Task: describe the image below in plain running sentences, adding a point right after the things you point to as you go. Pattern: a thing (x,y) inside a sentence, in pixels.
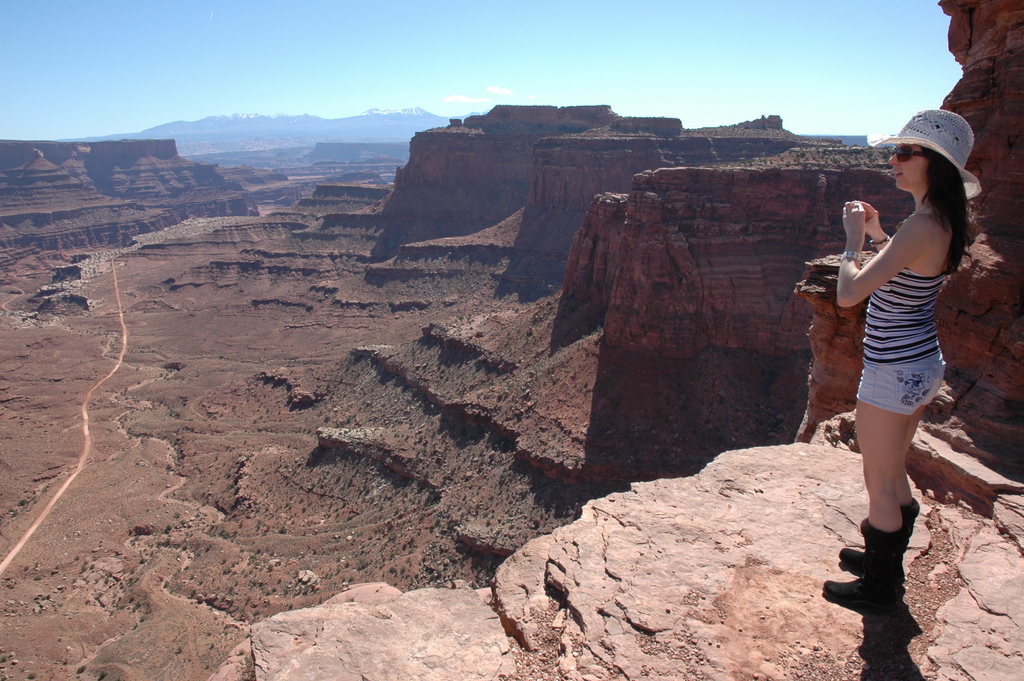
In this image there is a girl (879,478) standing. In the background (492,48) there are mountains (35,228) and a sky (507,55).
